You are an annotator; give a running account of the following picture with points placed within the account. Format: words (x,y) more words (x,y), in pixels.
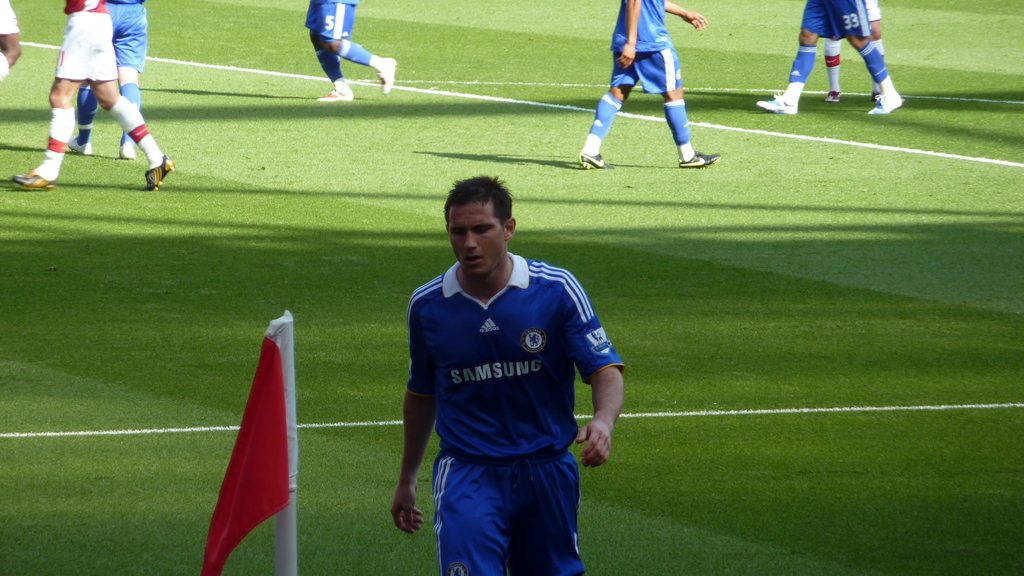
There is a person (544,373) in blue color dress (498,431), walking on the grass (645,531) on the ground (350,535), near a red color flag (244,464), which is attached to the white color pole (288,566). In the background (133,125), there are other players (140,28) walking on the ground (216,183).
